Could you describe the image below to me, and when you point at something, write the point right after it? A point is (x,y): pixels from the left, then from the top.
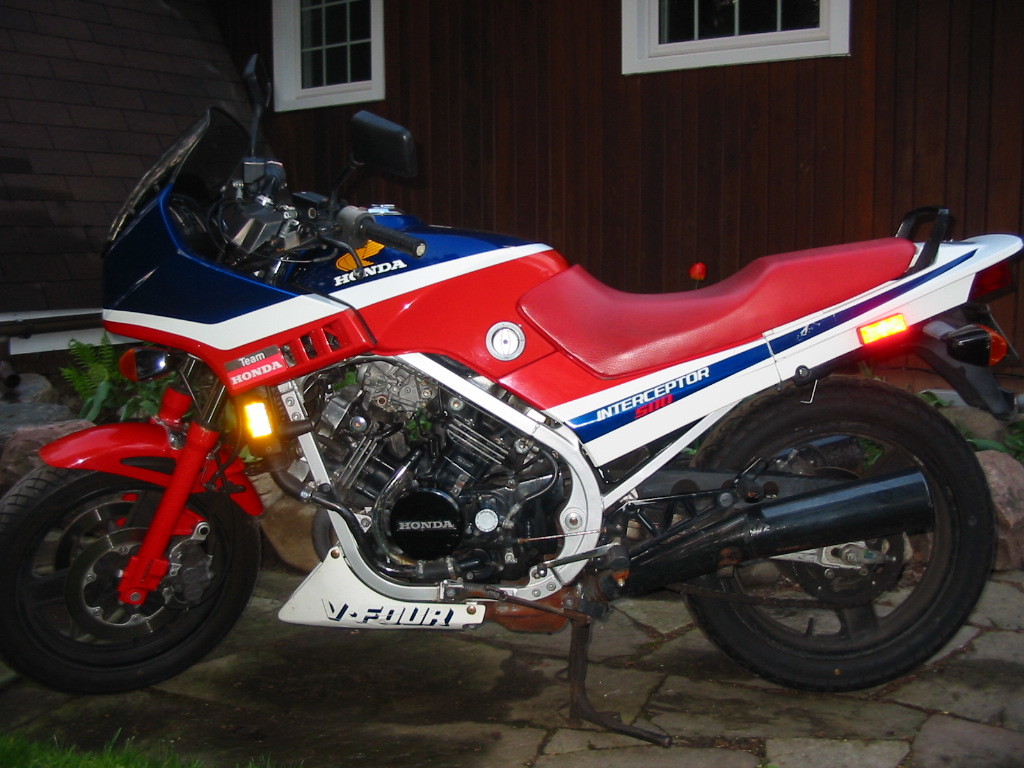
In this image, I can see a motorbike (511,508). Behind a motorbike (948,527), I can see a plant (128,407) and rocks (274,502). In the background (667,132) there are windows (710,45) and a wall (562,152).
